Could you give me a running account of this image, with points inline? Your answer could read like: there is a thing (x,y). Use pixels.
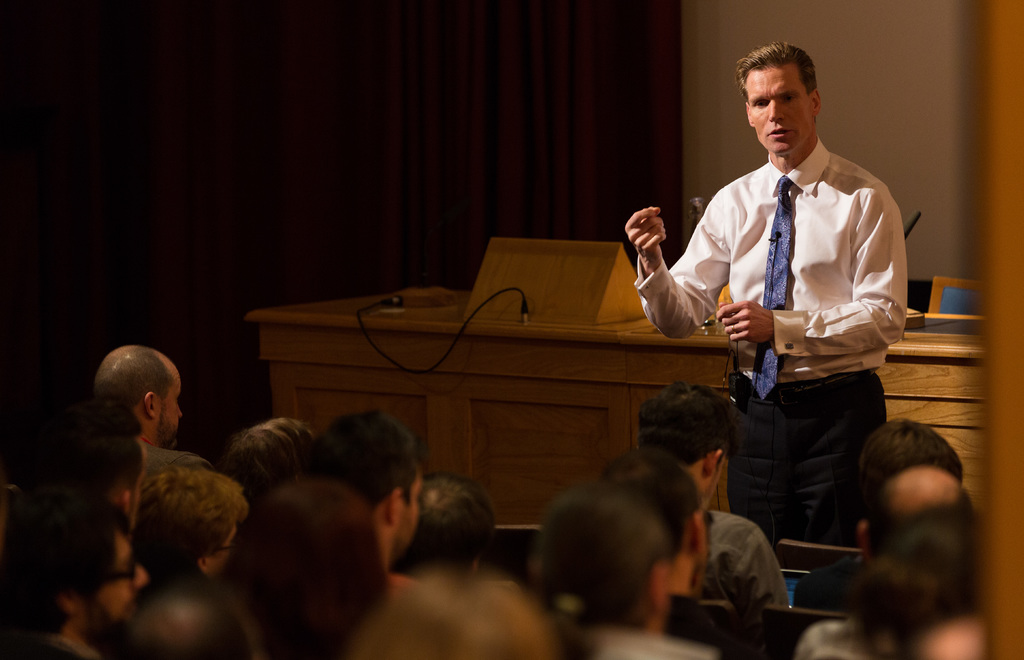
In this image, I can see a man (797,322) standing and a group of people (437,634) sitting on the chairs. Behind the man (823,323), there is a wooden table (523,326) with a cable (522,292) and few other things (624,308). In the background (528,230), I can see a curtain (635,113) hanging and there is a wall (763,25).
